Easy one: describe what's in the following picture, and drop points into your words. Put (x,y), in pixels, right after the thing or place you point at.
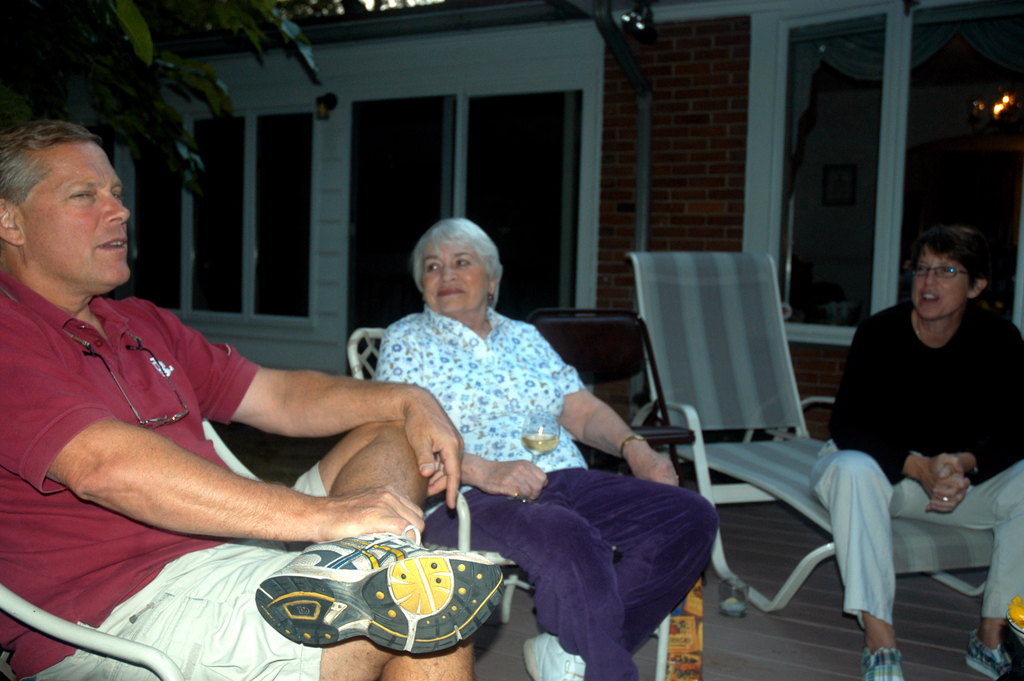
In this image I can see chairs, on which I can see three persons (372,445), visible in front of the building (396,195), and I can see a window (957,128), through window (968,128) I can see lights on the right side (856,120), in the top left (69,73) I can see leaves (139,51).
